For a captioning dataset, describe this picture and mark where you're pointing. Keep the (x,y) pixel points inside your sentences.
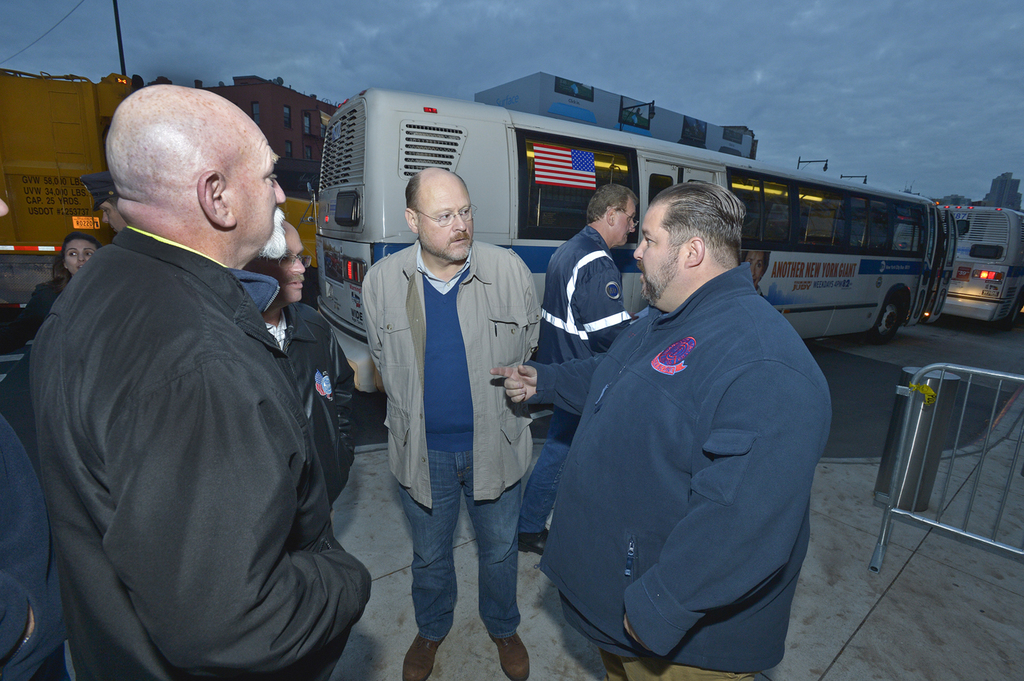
This picture describes about group of people (483,353), they are standing, beside them we can see few metal rods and buses (922,304) on the road (908,356), in the background (269,95) we can find a pole (122,64) and a building (308,117).
